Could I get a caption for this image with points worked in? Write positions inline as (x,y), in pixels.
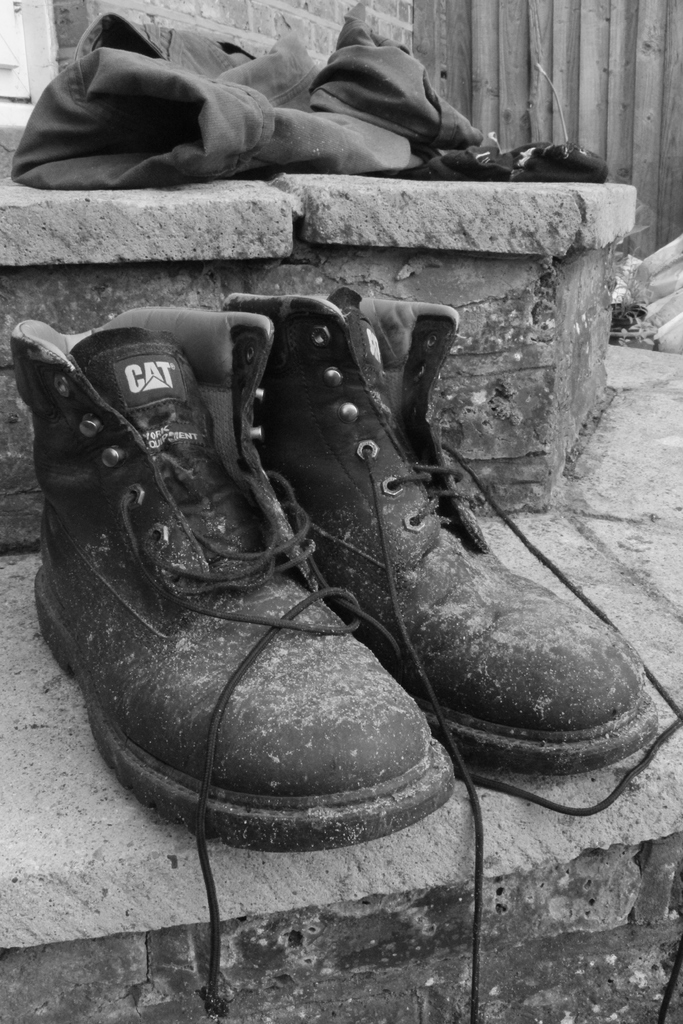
This is black and white image where we can see shoes (234,551) on the stairs (399,862) and some cloth (434,140) is on the other stairs (265,234).
